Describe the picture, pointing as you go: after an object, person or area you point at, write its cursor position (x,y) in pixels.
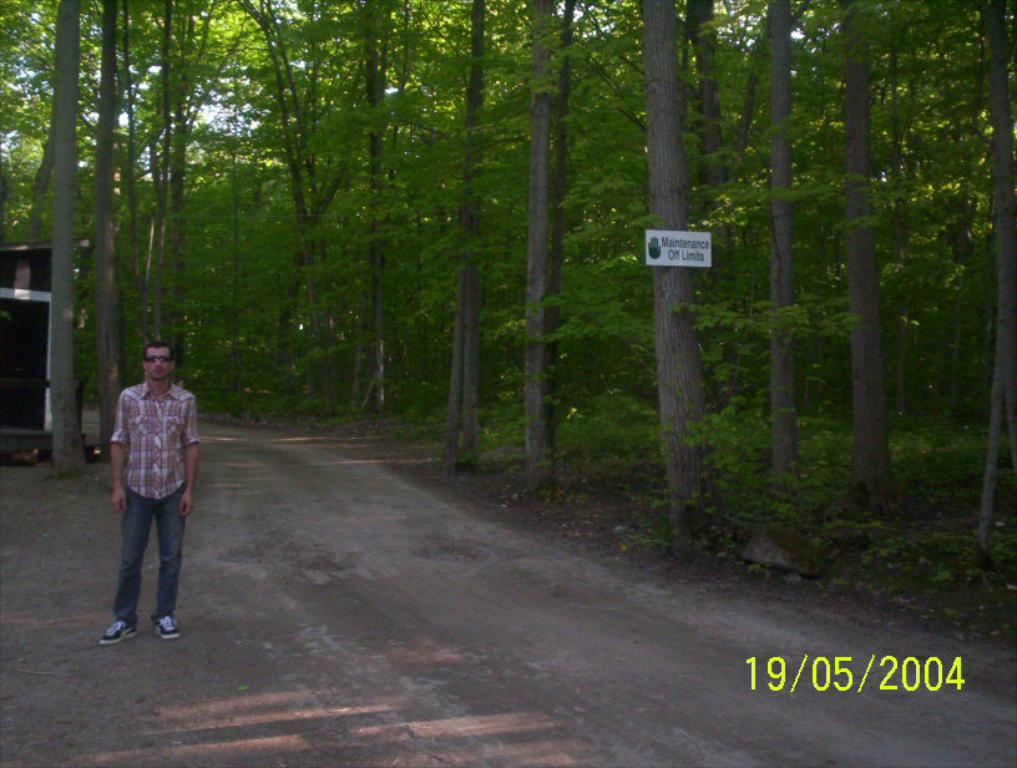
In this image I can see a person (159,450) wearing shirt (154,450), pant (133,594) and shoe (159,630) is standing on the ground (142,653). I can see the road (404,661), few trees (453,275), a board (668,253) attached to the tree (683,273) and a shed (49,324). In the background (220,122) I can see the sky (220,122).
